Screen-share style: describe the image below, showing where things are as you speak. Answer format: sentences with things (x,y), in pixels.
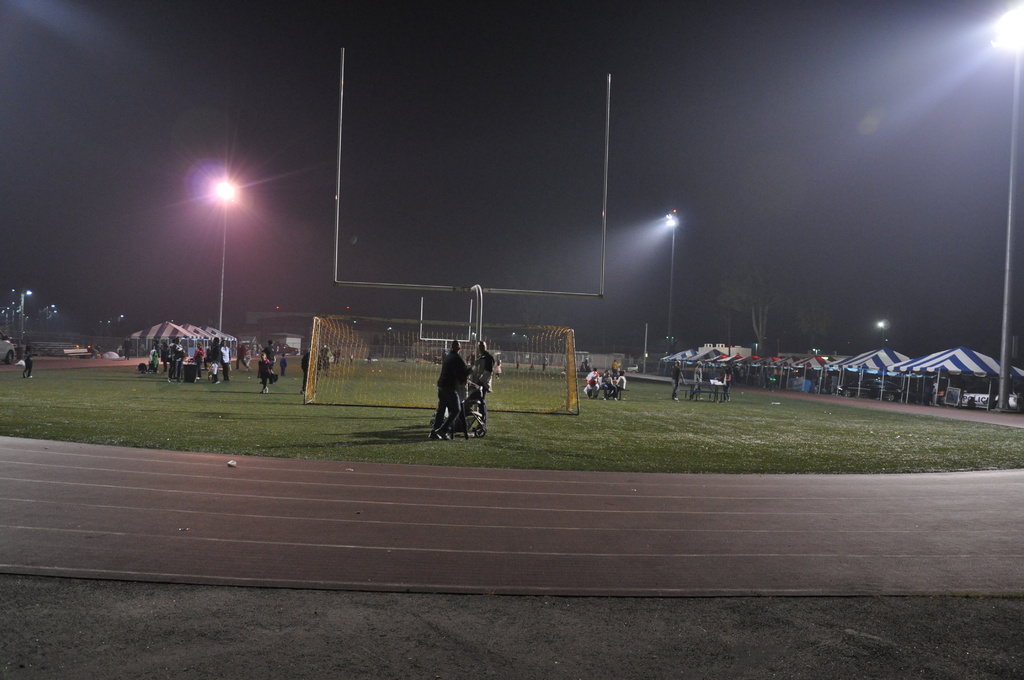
This image is clicked in a ground (71,422). There are so many people (156,354) in the middle (679,378). There are tents (162,328) on the left side (182,329) and right side (705,355). There are lights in the middle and top. There is sky (544,113) at the top (489,180). There is net (413,339) in the middle (548,400).
